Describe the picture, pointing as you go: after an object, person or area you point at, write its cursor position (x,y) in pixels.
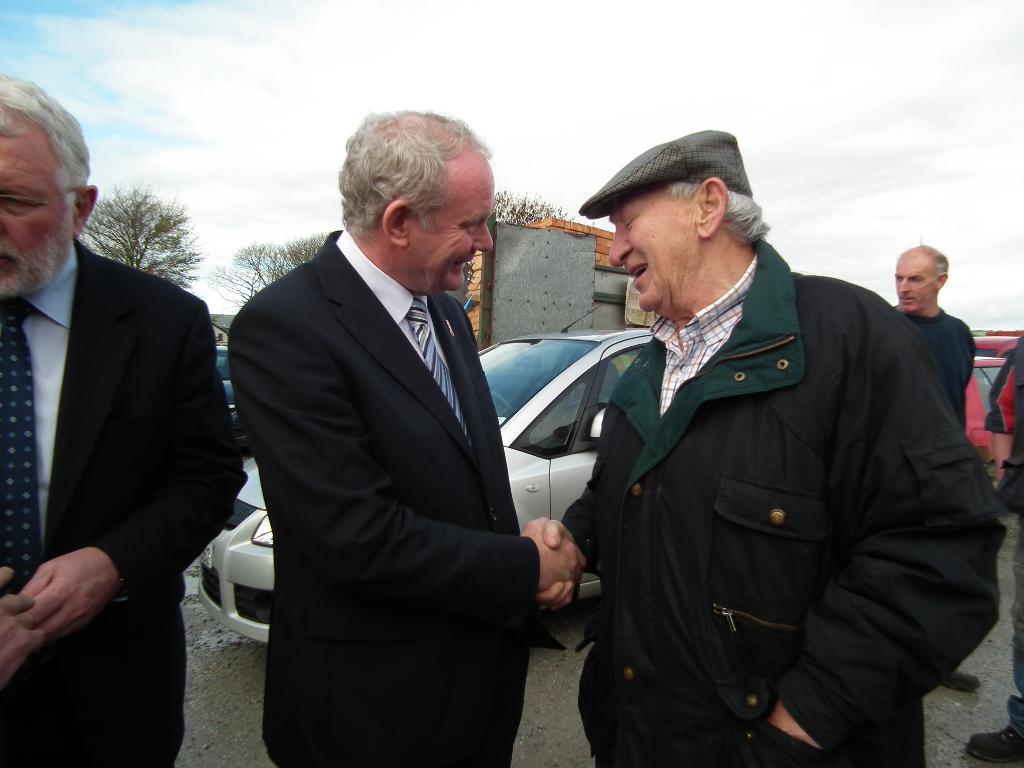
In this image we can see men (566,581) standing on the road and some of them are smiling. In the background (230,84) there are motor vehicles (594,588) on the road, buildings (551,272), trees (284,258) and sky (674,93) with clouds (449,84).
